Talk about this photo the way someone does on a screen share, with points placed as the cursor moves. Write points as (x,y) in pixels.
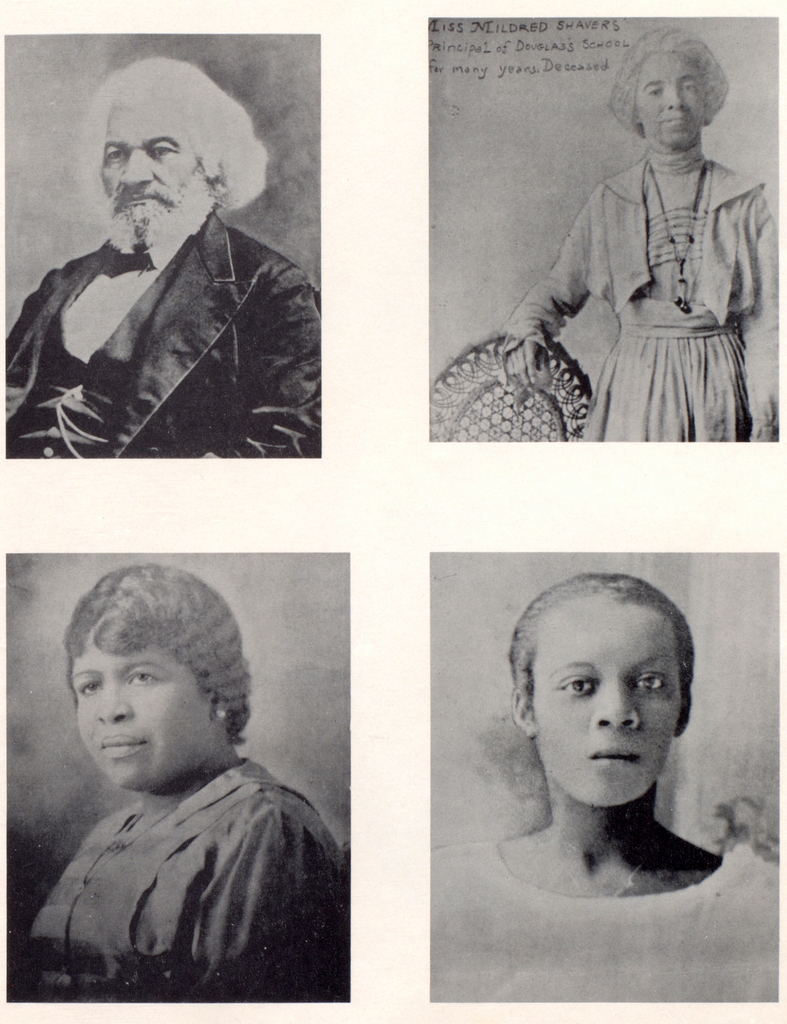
This is an edited image. This is a black and white image. In this picture, we see the collage of four images. In the left top of the picture (92,124), we see the image of the man (190,320). Beside that, we see an image of the woman (528,327) who is standing beside the chair (504,406). At the bottom of the picture (627,708), we see the images of two women (452,867).
